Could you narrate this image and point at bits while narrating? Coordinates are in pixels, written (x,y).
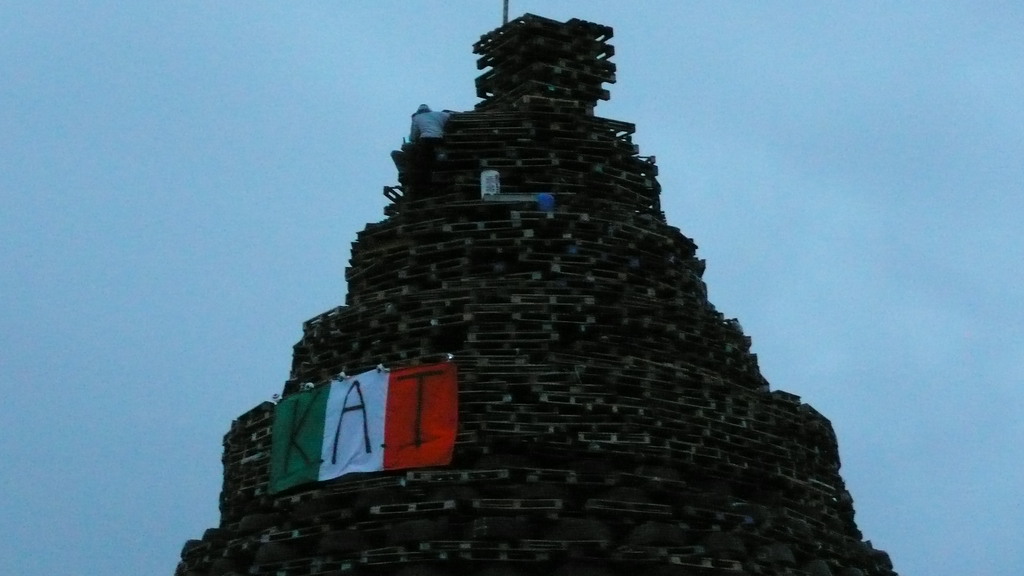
In this image we can see a structure (343,333) which is made of wooden pallets (561,503). On It we can see a cloth (335,439) on which some text (366,440) was written and a person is there on the structure (435,263).
